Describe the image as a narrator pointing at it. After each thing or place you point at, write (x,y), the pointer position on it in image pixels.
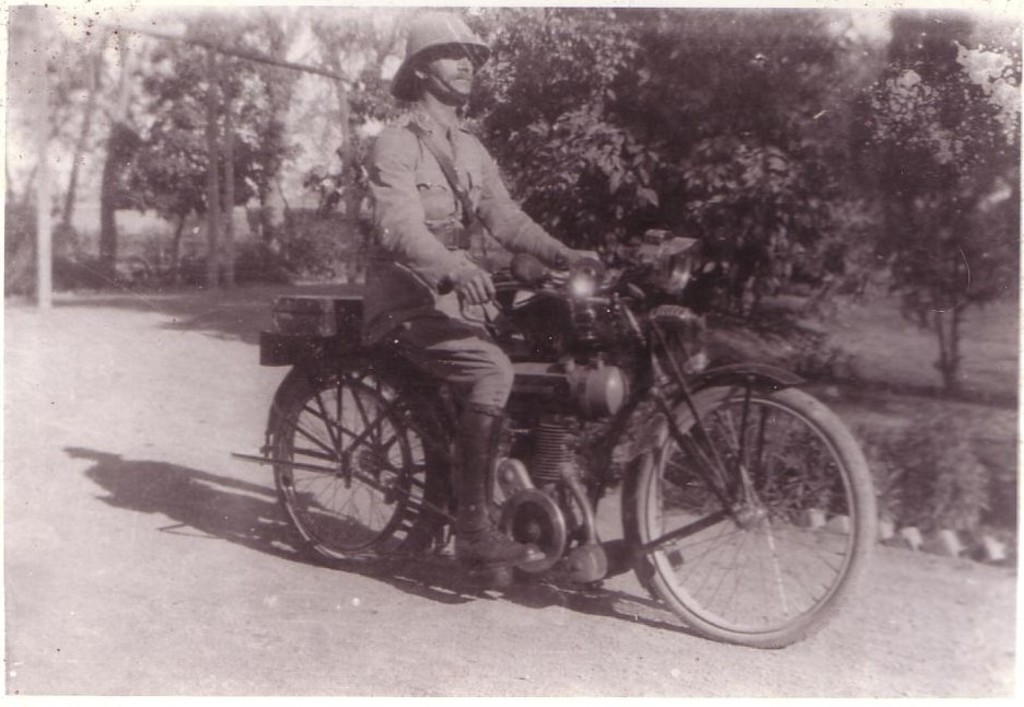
In this image, a man (466,234) is riding a motorbike (552,373). At the background (854,142), we can see a trees (496,143). A man (424,157) is wearing a helmet (438,43) and boots (487,474).
